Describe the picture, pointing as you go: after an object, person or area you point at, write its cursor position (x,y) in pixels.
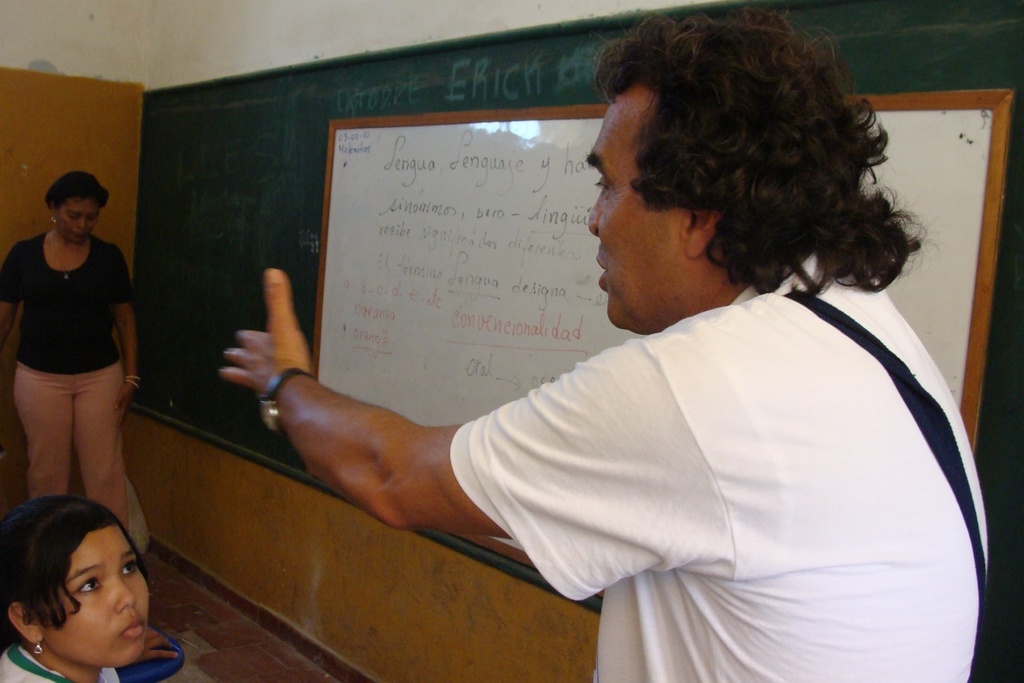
In this picture we can see a man (745,592), a woman (73,405) standing and a girl (104,563) sitting, on the right side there are two boards (402,191), we can see handwritten text (481,210) on these boards (438,200), on the left side (64,90) there is a wall (33,67), a man (751,617) on the right side (749,604) wore a watch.
